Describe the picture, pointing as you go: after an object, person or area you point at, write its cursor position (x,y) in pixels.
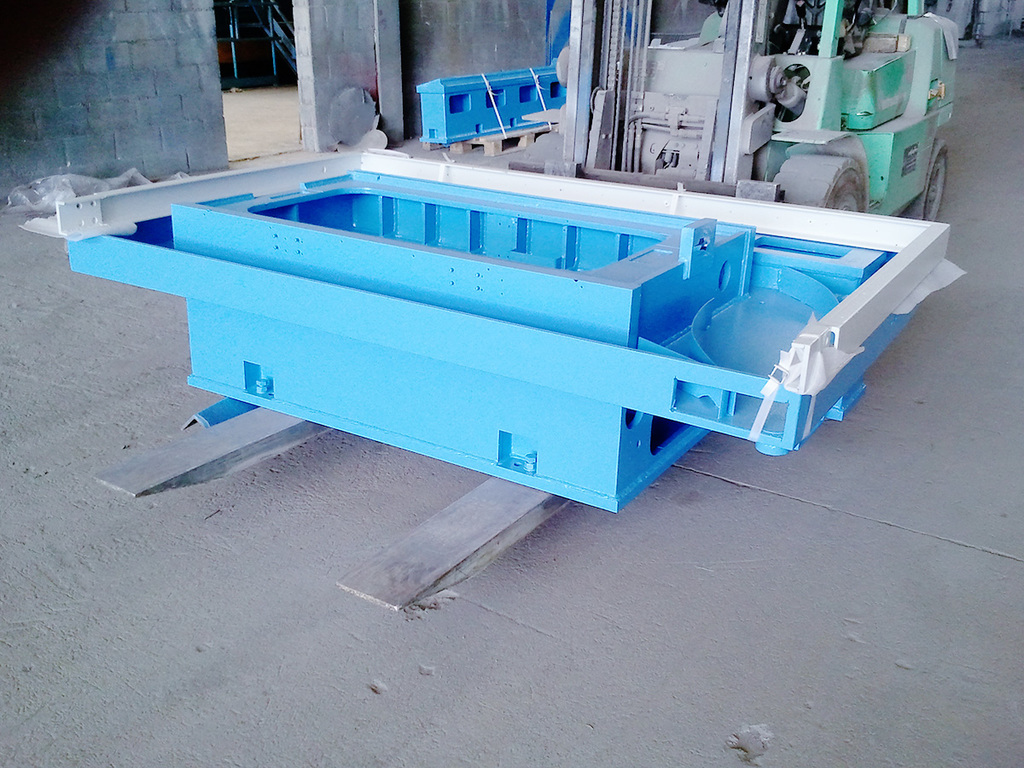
In this image we can see a metal object (804,255) placed on the two metal rods (485,504). In the background (452,110), we can see an object (500,113) placed on the ground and a machine (744,120), wall (391,91) and a cover (107,188) on the ground (449,150).
